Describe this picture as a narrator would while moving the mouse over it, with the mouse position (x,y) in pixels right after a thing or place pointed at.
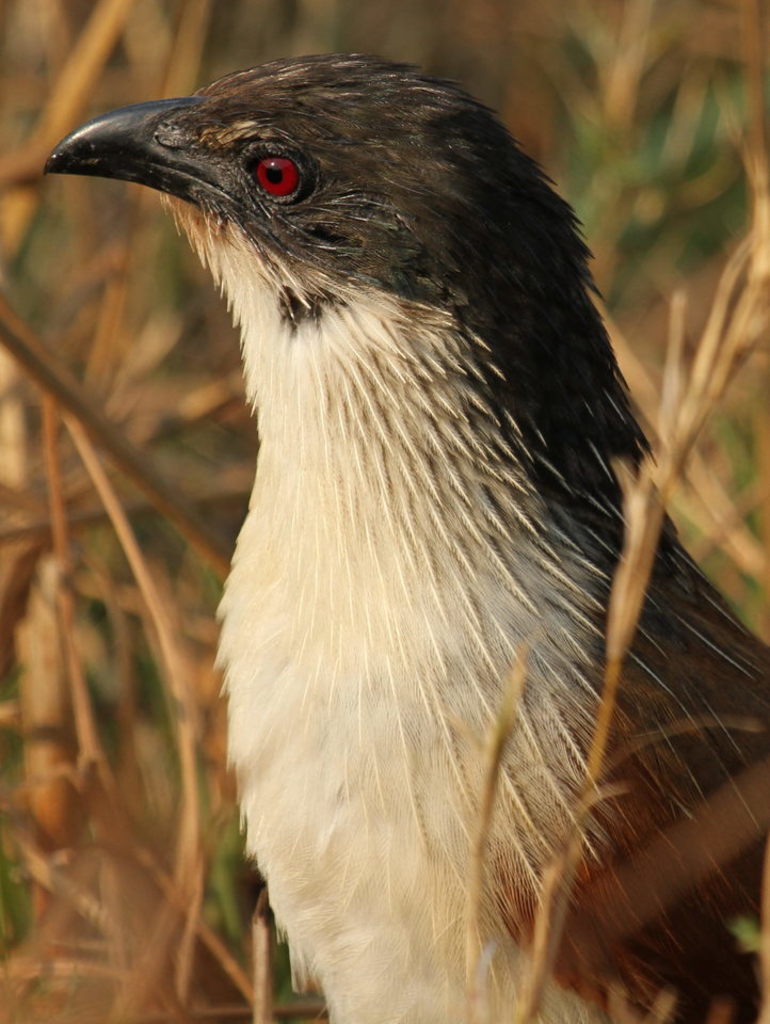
In the center of the image (409,573) there is a bird (558,537). In the background (490,44) there is grass (118,298).
